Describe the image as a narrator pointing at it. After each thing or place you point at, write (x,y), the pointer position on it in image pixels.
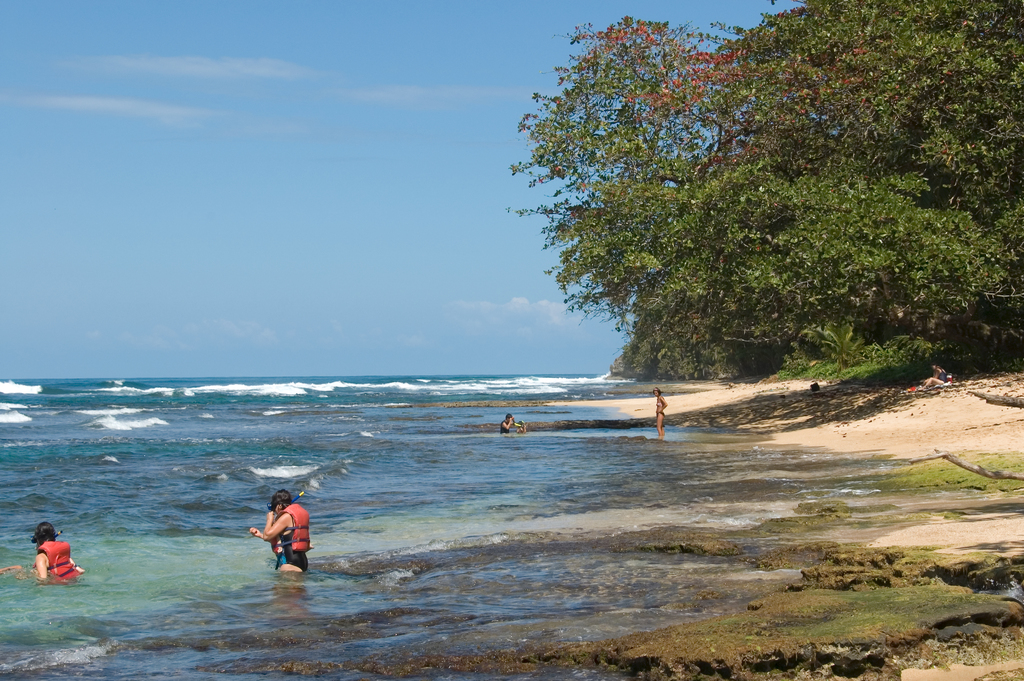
There are few persons (303,530) in water (354,494) and there are trees (795,204) in the right corner (808,207).
